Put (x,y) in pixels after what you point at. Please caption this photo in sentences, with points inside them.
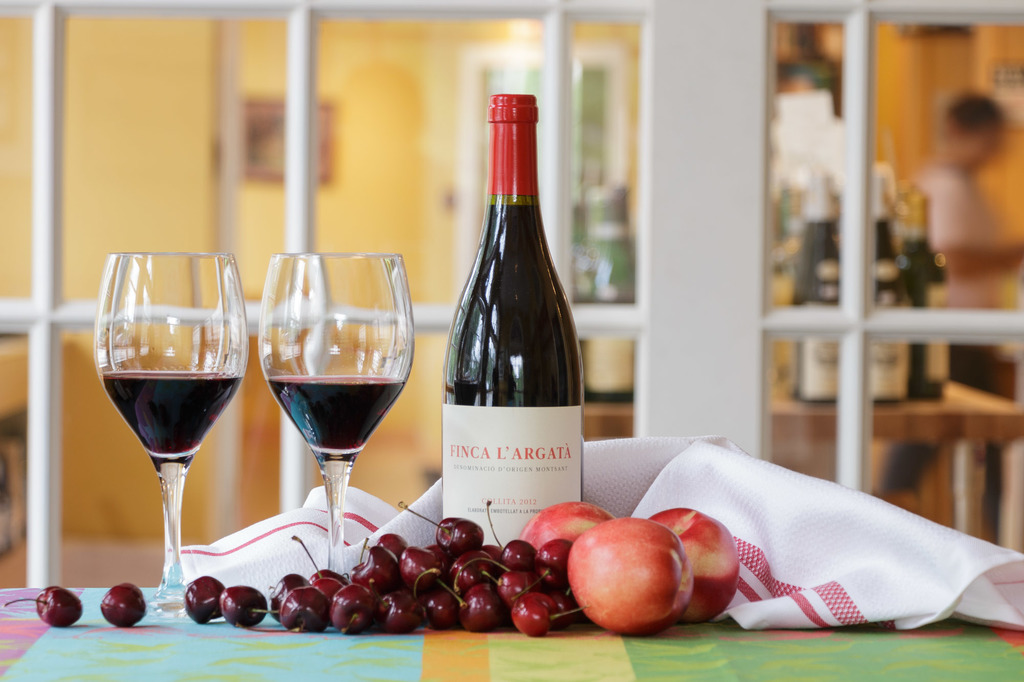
In the foreground of this picture (402,619), there is a table (639,654) on which apples (632,591), cherries (396,586), two glasses (383,392), a bottle (509,419) and a cloth (759,530) is placed on it. In the background (859,79), we can see a glass door (686,40) and through which bottles (917,263), a man (964,169), wall (415,90) and a photo frame (332,114) is seen.
